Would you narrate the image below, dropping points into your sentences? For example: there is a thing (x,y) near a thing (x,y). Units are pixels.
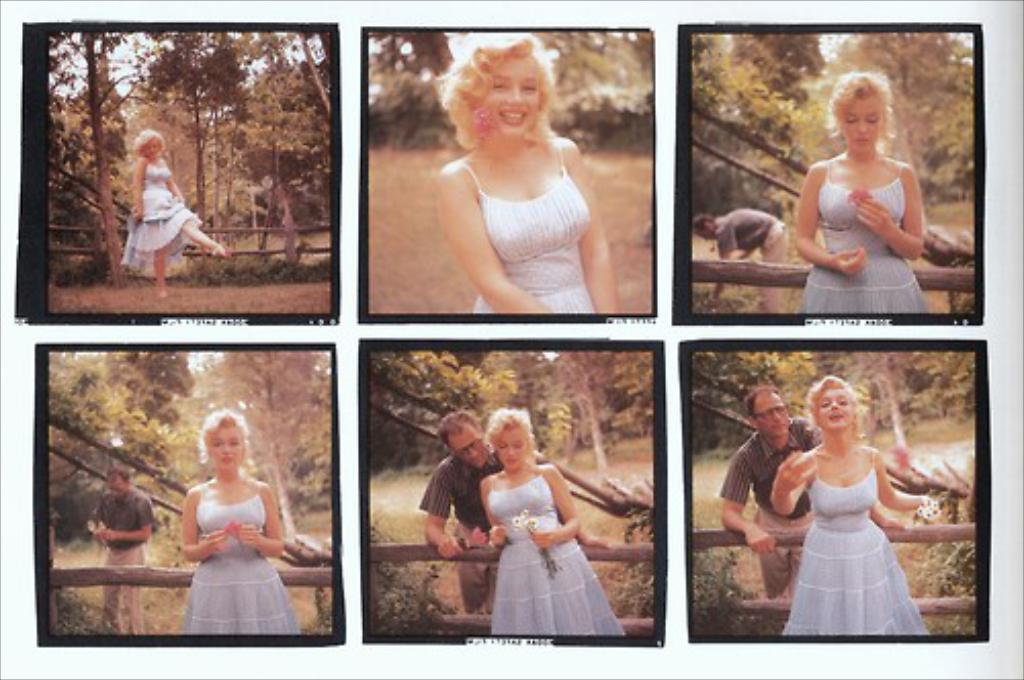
There is a collage image of different pictures. There is a only person (151,159) presenting in first two pictures. There are two persons (124,496) presenting in last three pictures.
